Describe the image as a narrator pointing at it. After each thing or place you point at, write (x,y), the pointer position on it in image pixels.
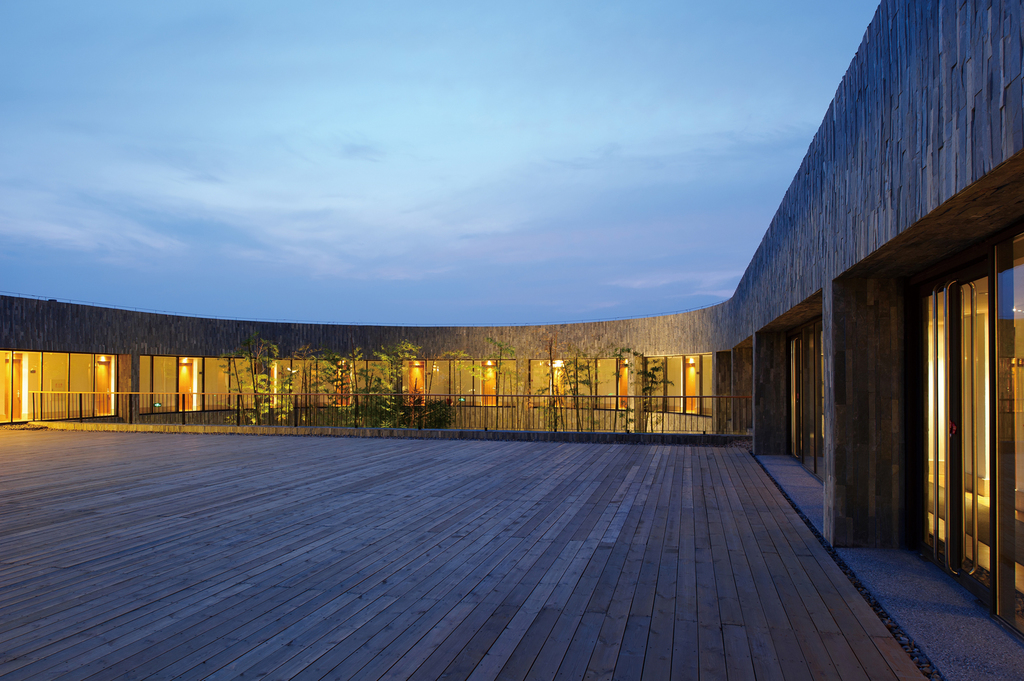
In this image at the bottom (382,535) there is a wooden floor (827,564) and in the background (280,388) there is one house (979,455), lights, plants (332,398), doors (937,452) and fence (305,401). On the top of the image (306,154) there is sky (560,139).
